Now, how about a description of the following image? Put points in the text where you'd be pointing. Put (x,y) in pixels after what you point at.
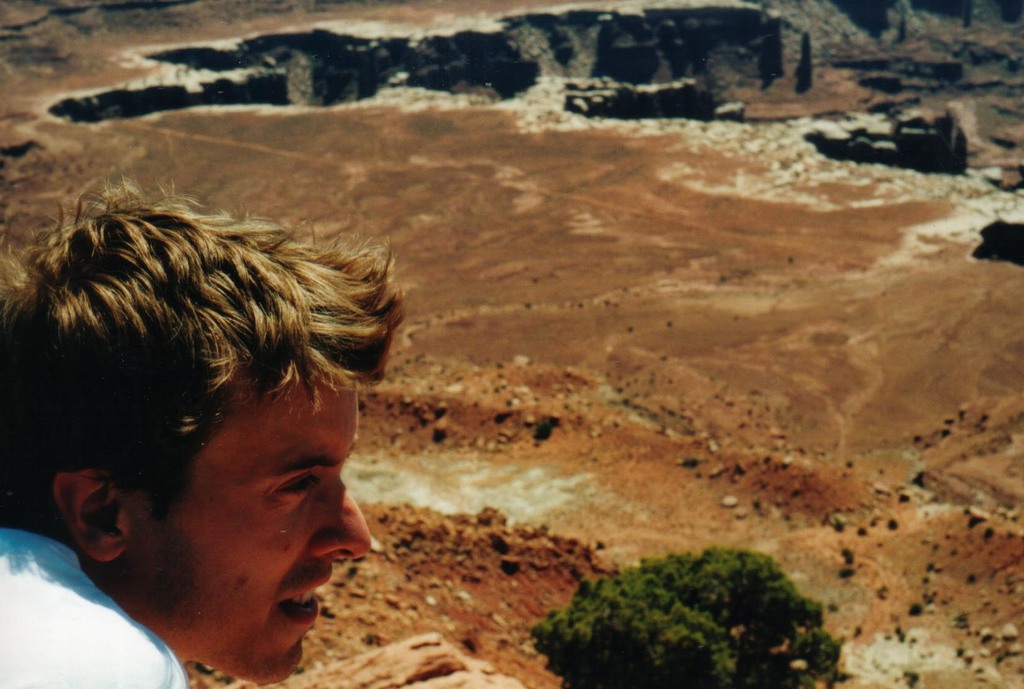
This is an outside view. In this image I can see the ground (544,376). On the left side (168,550) there is a man (237,462) looking at the right side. At the bottom (727,628) there is a tree (630,641). At the top of the image (528,56) there are few rocks (524,44).
